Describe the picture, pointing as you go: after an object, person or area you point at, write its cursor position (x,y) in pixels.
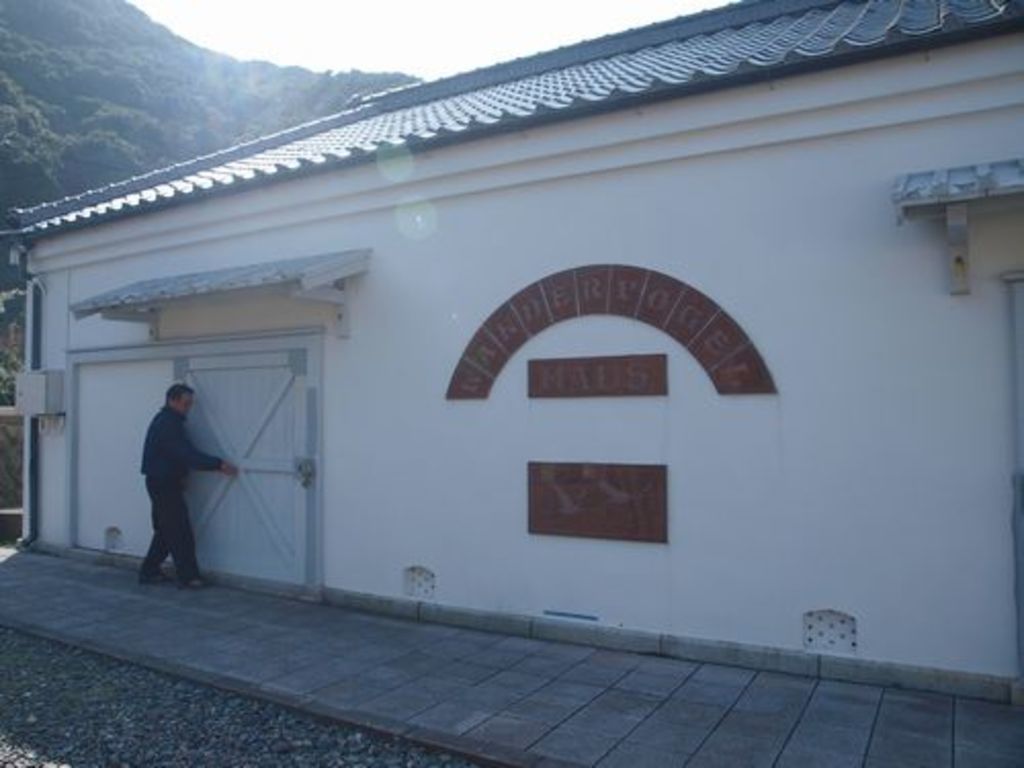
In this image we can see a building (280,274), person (159,483) near the door (212,427) of a building (215,403), trees (179,126), sky (397,61), paved floor (715,691) and stones (130,705).
